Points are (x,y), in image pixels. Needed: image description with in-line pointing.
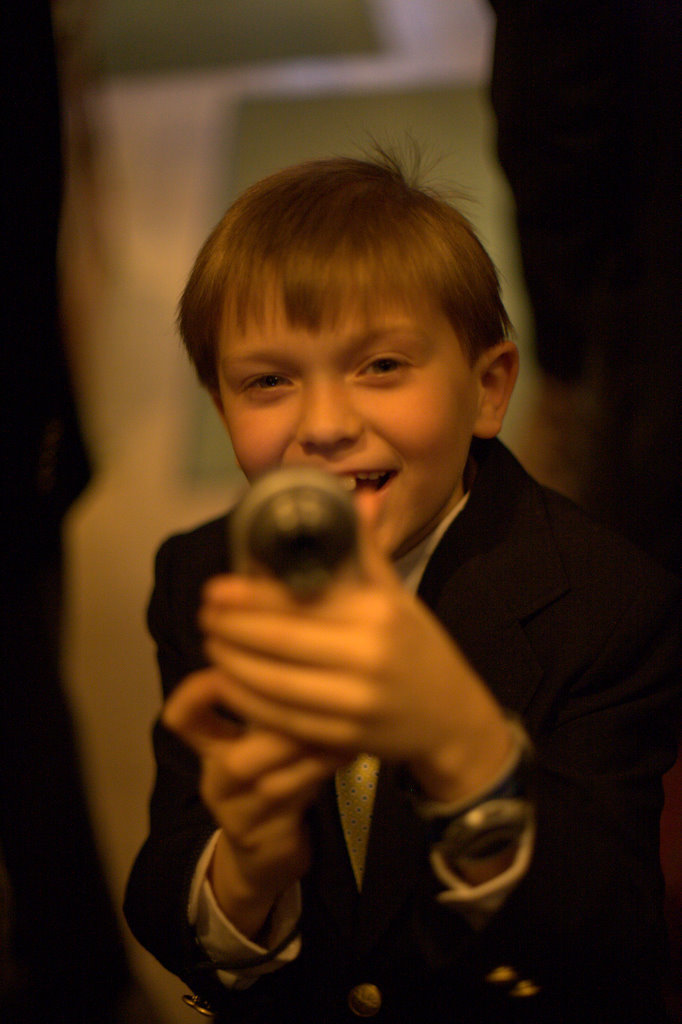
In the image there is a boy (517,629) in black suit (642,888) holding a toy (244,551) and the background (153,139) is blurry.
